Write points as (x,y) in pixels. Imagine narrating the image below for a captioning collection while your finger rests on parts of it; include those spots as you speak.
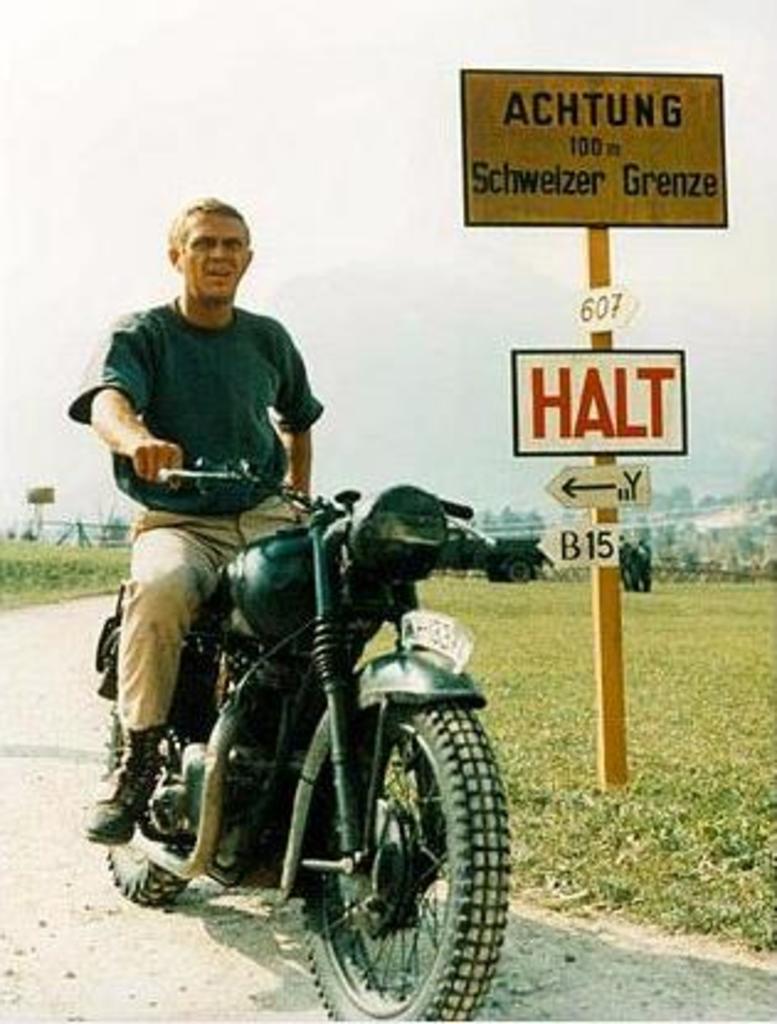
This picture is clicked outside the city. The man (242,427) in green t-shirt (228,445) is riding motorcycle (422,781). Beside him, we see a caution board (553,178) or a direction board (599,209) on which some text (588,119) is written. Beside him, we see grass (683,757) and on background (446,555), we see a vehicle (535,556) and three or two people (624,558) are standing there. On top of picture (181,95), we see sky (140,169).
